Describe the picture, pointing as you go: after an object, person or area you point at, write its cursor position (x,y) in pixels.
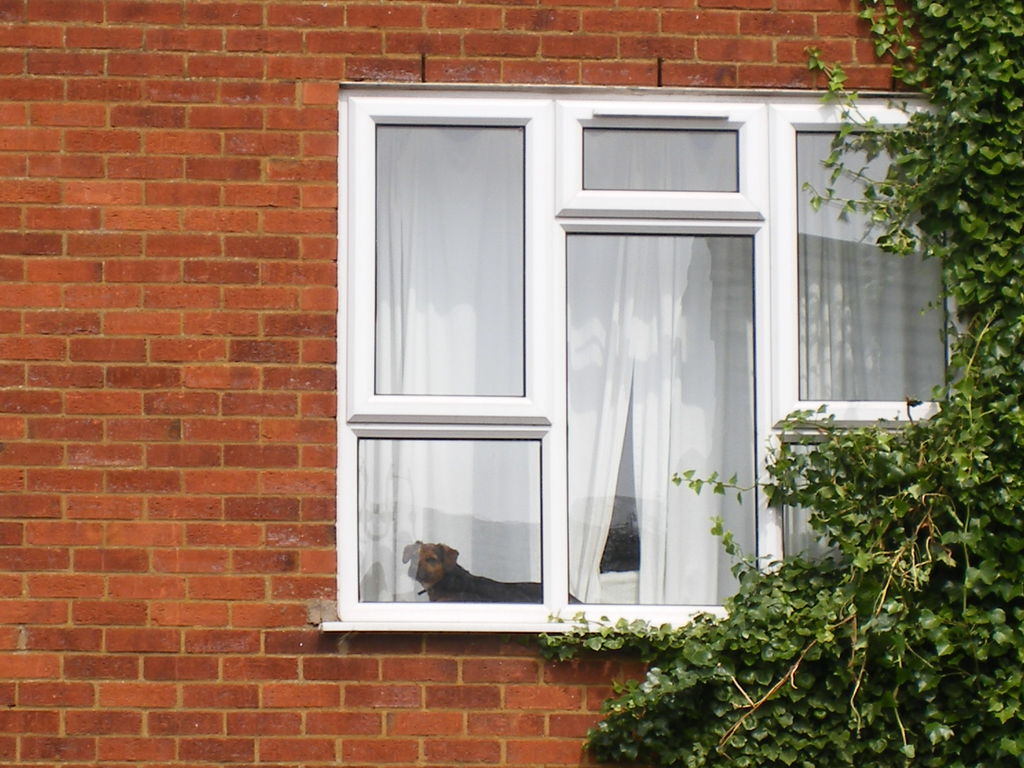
In this image we can see a window (528,316), brick wall (81,533), plant (966,86) and behind the window (477,511) we can see a dog (415,543).
